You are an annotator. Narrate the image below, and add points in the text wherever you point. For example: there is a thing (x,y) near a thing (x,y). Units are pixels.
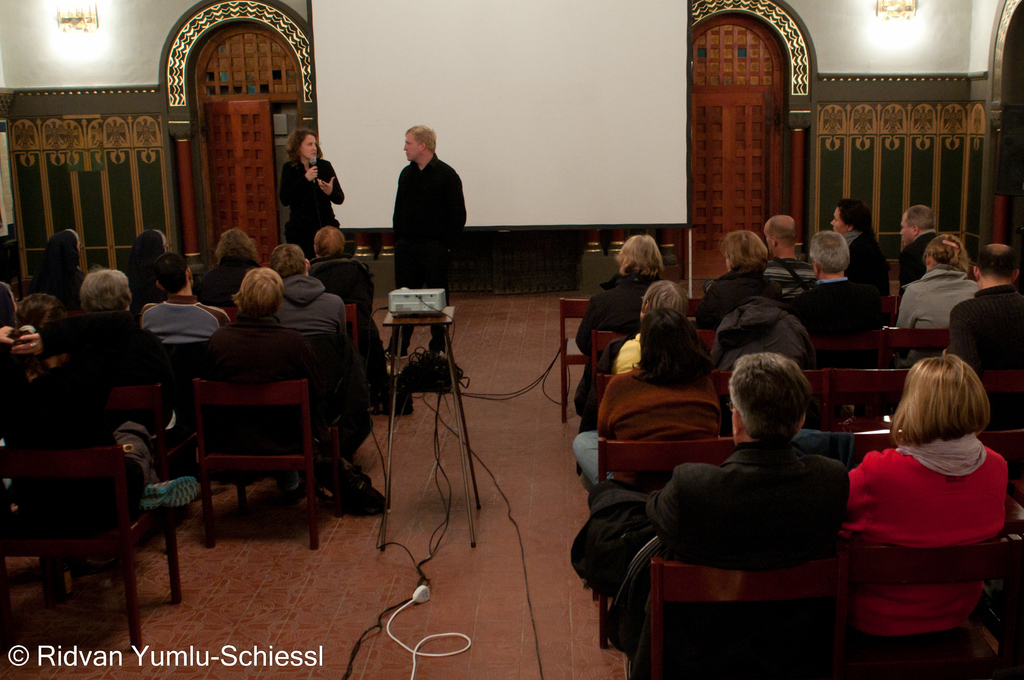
In this picture there are few people (797,382) sitting right side (695,404) and left side (164,328) on the chairs (159,408). In the middle (458,382) there is table (446,333) with projector (412,309) on it. In the front (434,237) there are two people (440,203), a men (431,203) with black dress (419,216) and a lady (291,186) with black and holding a mic (312,170) in her hand (313,178). Both are standing. At the back of them there is a white screen (552,64). And beside the white screen (674,147) there are doors (754,113). And to the wall (879,31) there are lights (886,15).
